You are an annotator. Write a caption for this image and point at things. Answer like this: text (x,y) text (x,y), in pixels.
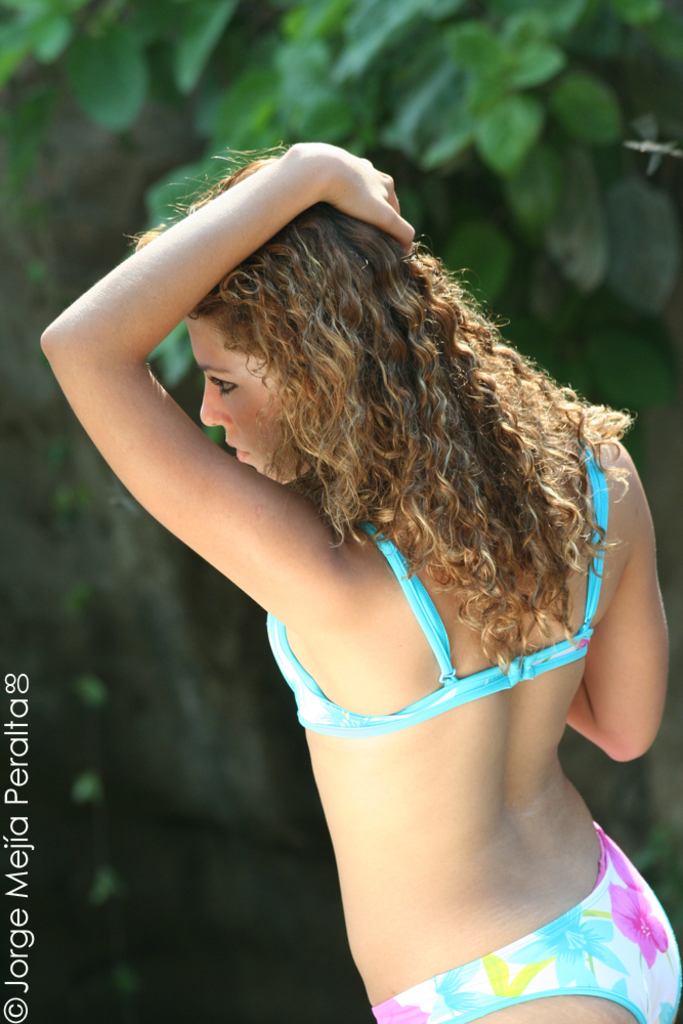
In the middle of this image (400,596), there is a woman (305,435), placing a hand (358,201) on her head (337,226) and watching something. On the bottom left (12,937), there is a watermark (19,962). In the background (677,113), there are trees (307,83).
